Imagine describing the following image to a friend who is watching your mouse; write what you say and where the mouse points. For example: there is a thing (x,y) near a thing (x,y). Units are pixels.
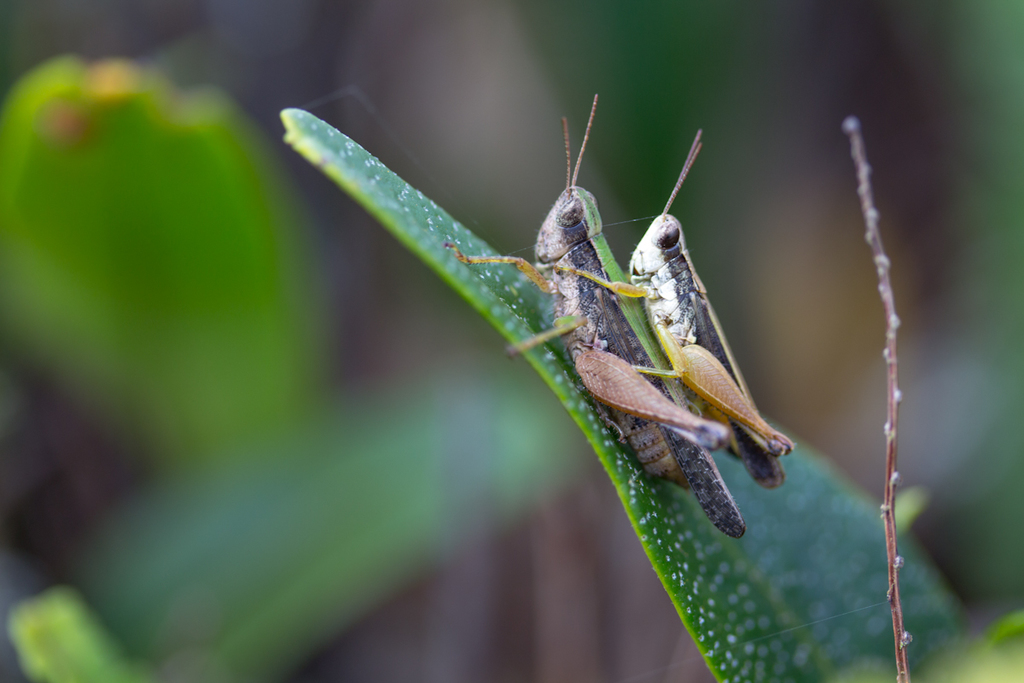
There is a leaf (790,592). On that there is a grasshopper (624,324). Above the grasshopper (632,331) there is another grasshopper (678,313). In the background (229,353) it is blurred.
